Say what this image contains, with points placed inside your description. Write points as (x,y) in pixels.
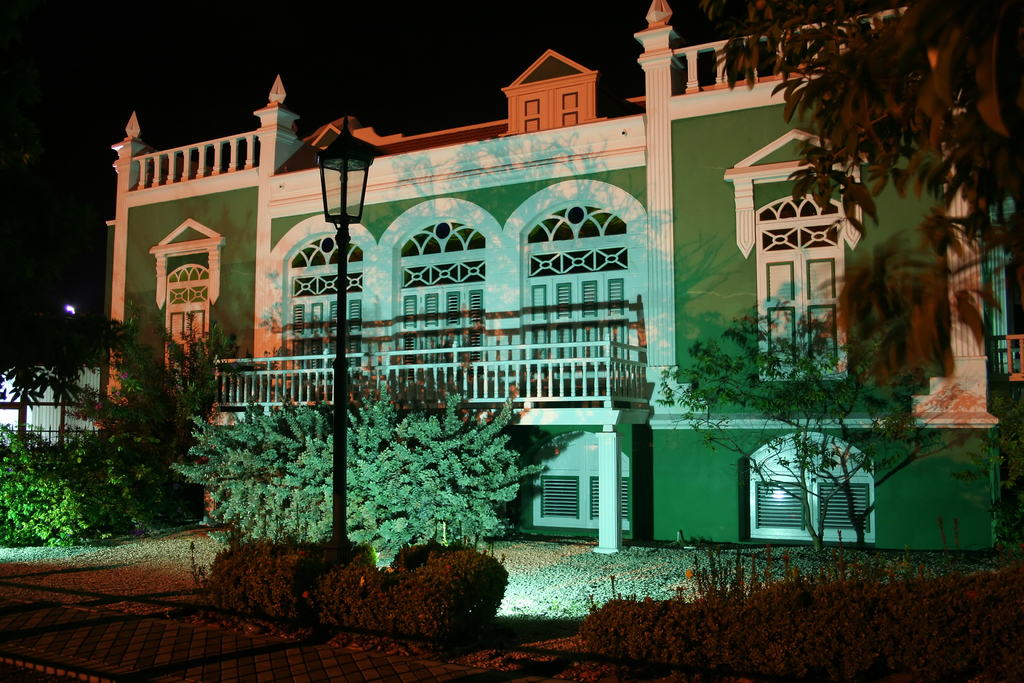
In this image there is a pavement (455,674), beside that there are plants (348,581) and a gravel ground (529,581) and a light pole (333,154), in the background (333,134) there is a house (641,310).
